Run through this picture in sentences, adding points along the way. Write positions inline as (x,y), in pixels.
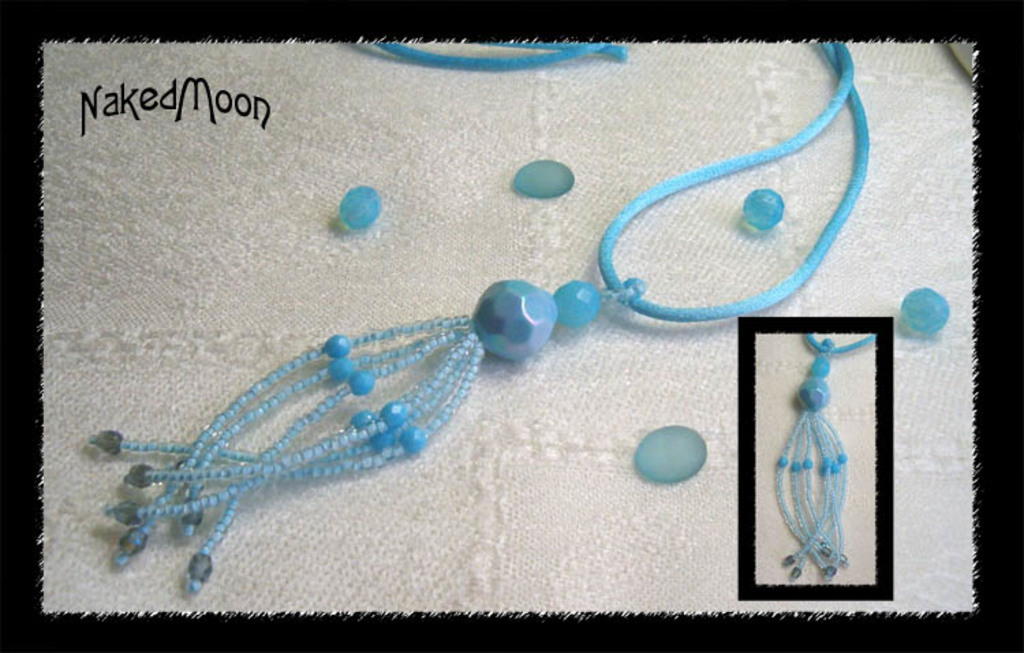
Collage picture. On this white surface (696,264) there are jewelries (620,295) and beads (773,202).
